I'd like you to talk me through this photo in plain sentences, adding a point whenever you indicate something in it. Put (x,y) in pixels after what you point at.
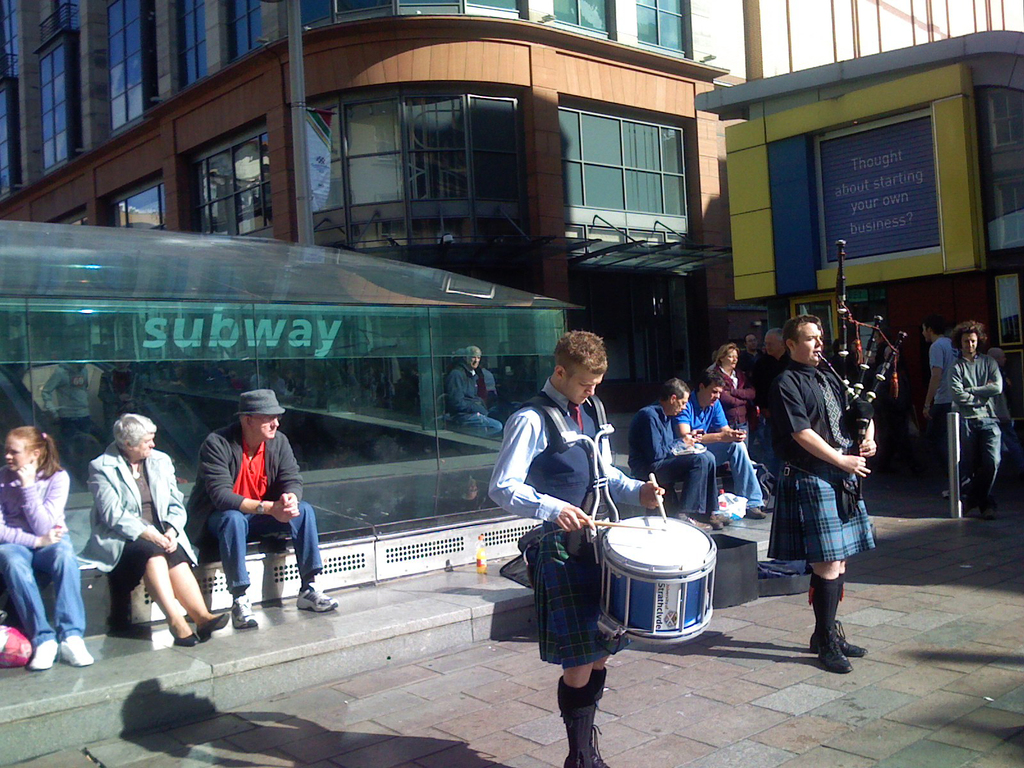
In the foreground of the picture (827,478) I can see two men (573,465) standing on the floor (902,495) and they are playing the musical instruments (627,524). I can see a few people (19,563) sitting on the staircase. There is a man (965,344) standing on the floor (1011,527) on the right side (972,362). In the background (609,234), I can see the buildings (546,79) and glass windows (570,169). I can see the subway construction (210,318) on the left side (196,294).
